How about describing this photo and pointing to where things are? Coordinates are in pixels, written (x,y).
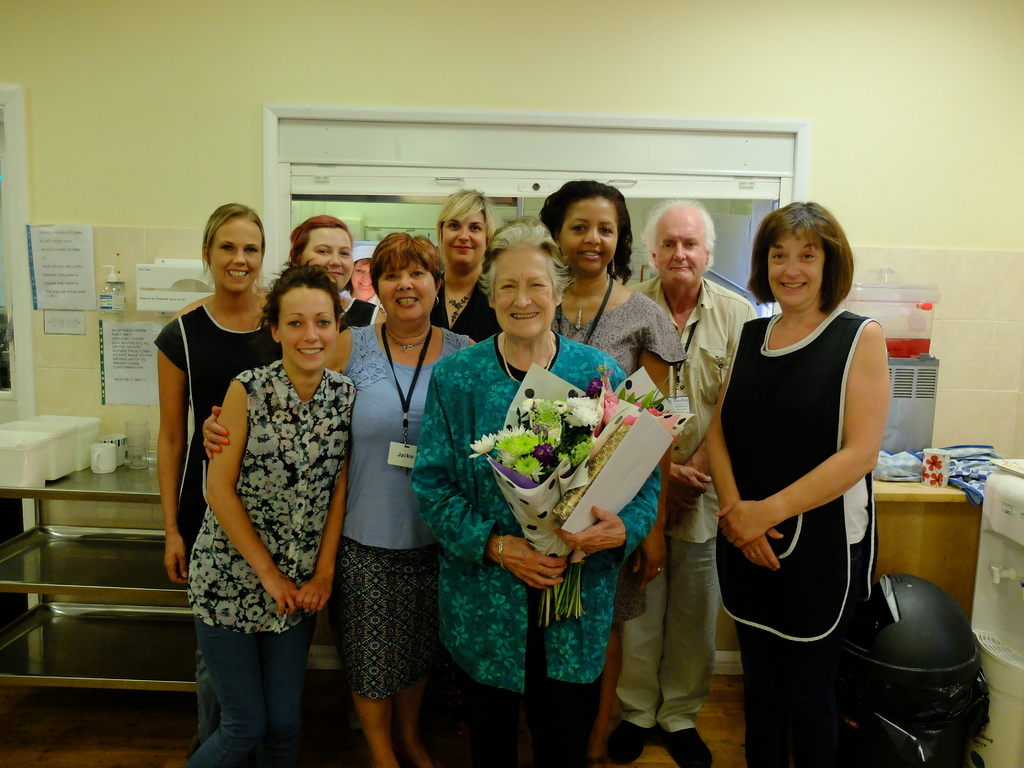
In the middle of the image (459,399) there is a lady (614,586) with blue dress (481,511) is standing and holding the bouquet (522,460) in her hands (568,532). Behind her there are few ladies (791,385) and also there is a man (730,323) standing. To the left side of the image (104,668) there is a table (85,558) with white boxes (74,448), cups (95,449) and glasses (140,440). Behind them there is a wall (97,154) with tiles (89,330) and few papers (68,267) on it. To the left corner of the image (26,327) there is a door (3,276). To the right side of the image (949,510) there is a water filter (1008,529), table (904,493) with cup (937,450) and few items (961,483) on it. Behind them there is a wall (815,187) with glass window (419,193). And to the top of the image (727,43) there is a wall (545,62).
